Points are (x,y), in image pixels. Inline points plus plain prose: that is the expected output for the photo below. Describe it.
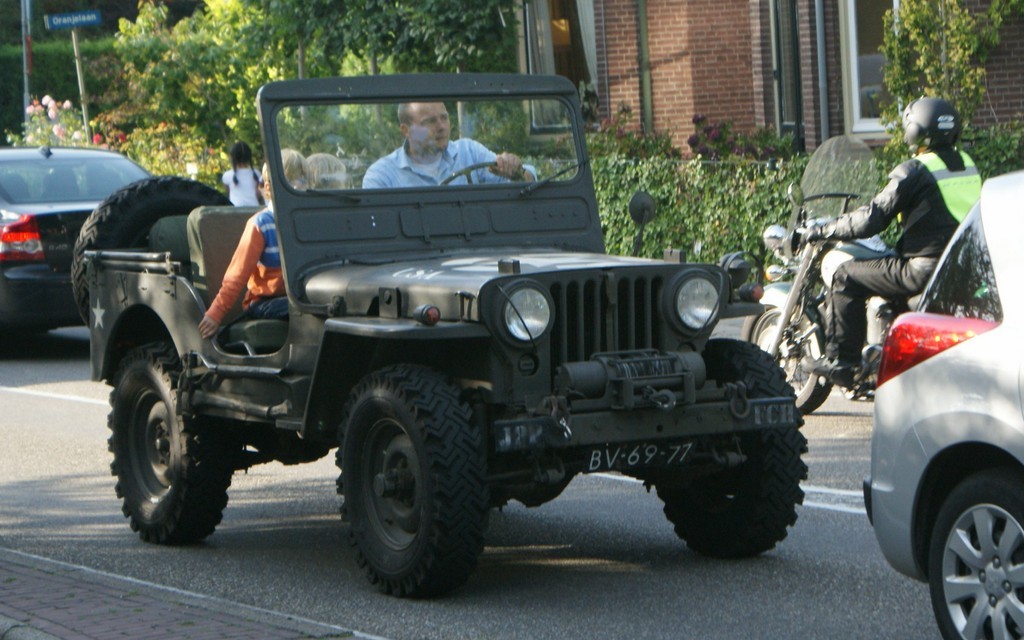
In this image we can see a car (944,391), motorbike (883,248), jeep (697,305) moving on the road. In the background of the image (743,174) we can see a building (684,81) and trees (228,77).
